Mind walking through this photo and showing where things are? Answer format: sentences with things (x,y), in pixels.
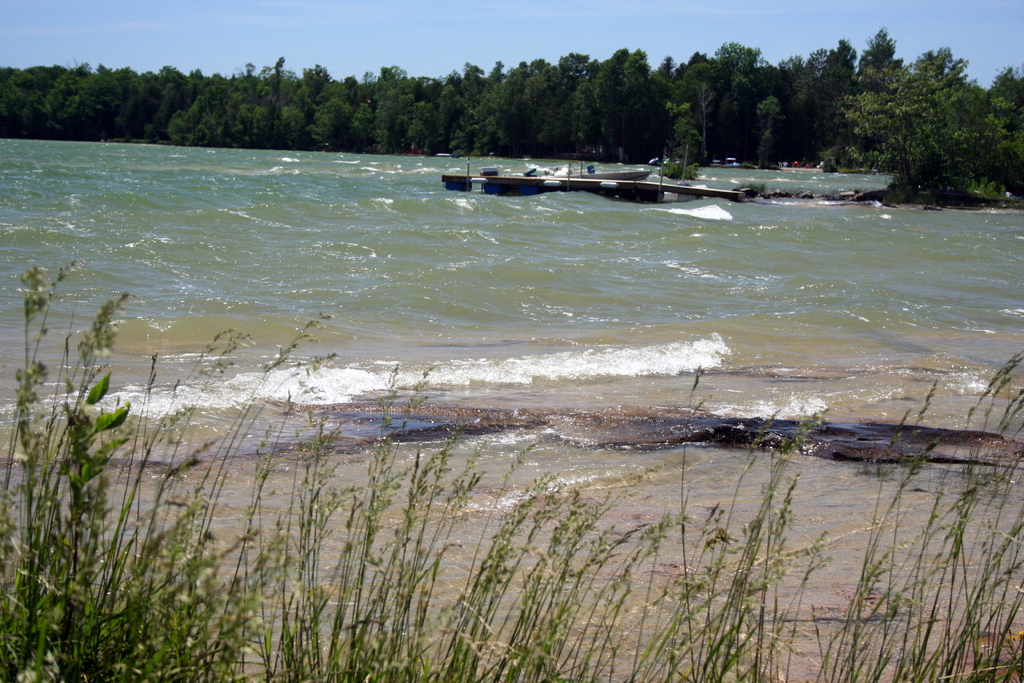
In this picture I can see water (519,297), boats (545,171), plants (187,523), trees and some objects (609,188) over here. In the background (449,16) I can see the sky (487,15).
